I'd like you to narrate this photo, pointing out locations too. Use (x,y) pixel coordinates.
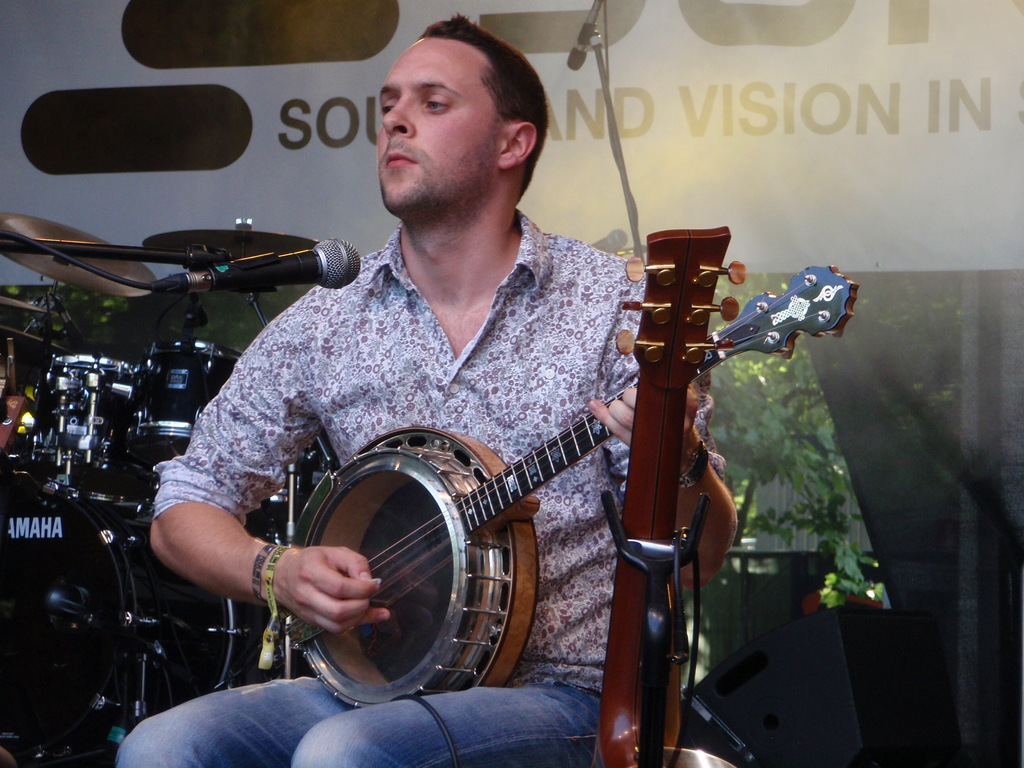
A man (416,360) is sitting on the chair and playing a musical instrument (462,555). He wear a shirt (551,392) and jeans (516,712).
